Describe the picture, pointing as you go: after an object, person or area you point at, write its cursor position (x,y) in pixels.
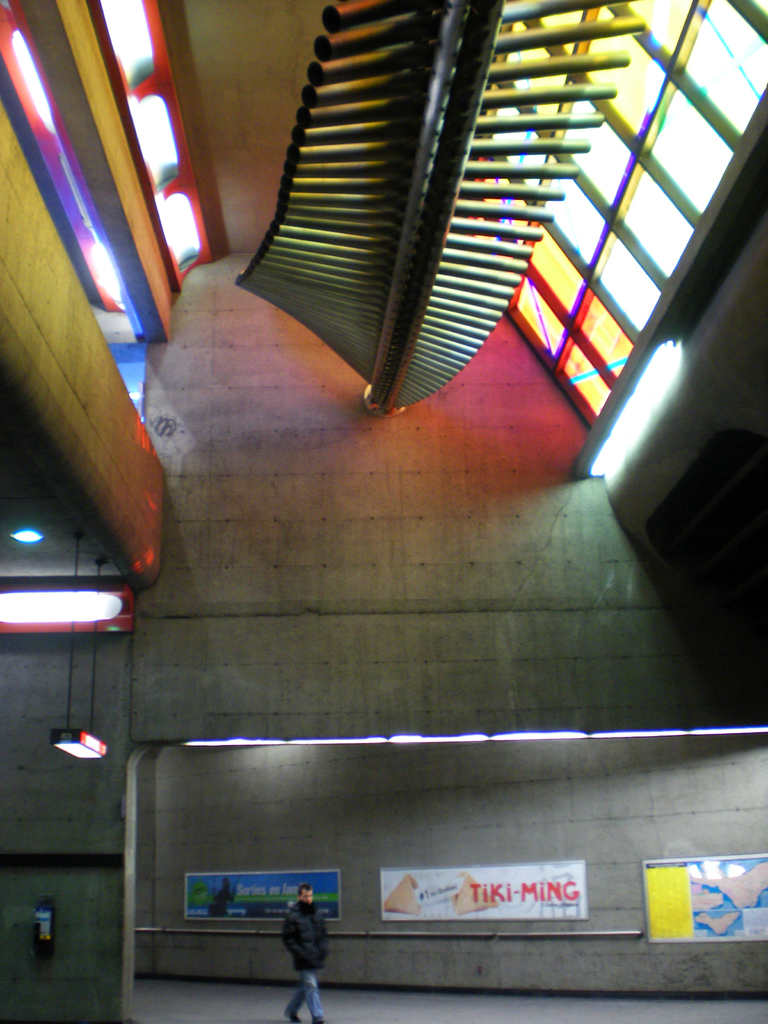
This is the picture of a building (412,792). In this image there is a person (306,980) walking. At the back (720,898) there are posters (249,884) and there is a phone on the wall (61,956). At the top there are lights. At the top (679,107) there are coloured windows (663,69) on the roof (54,564).
